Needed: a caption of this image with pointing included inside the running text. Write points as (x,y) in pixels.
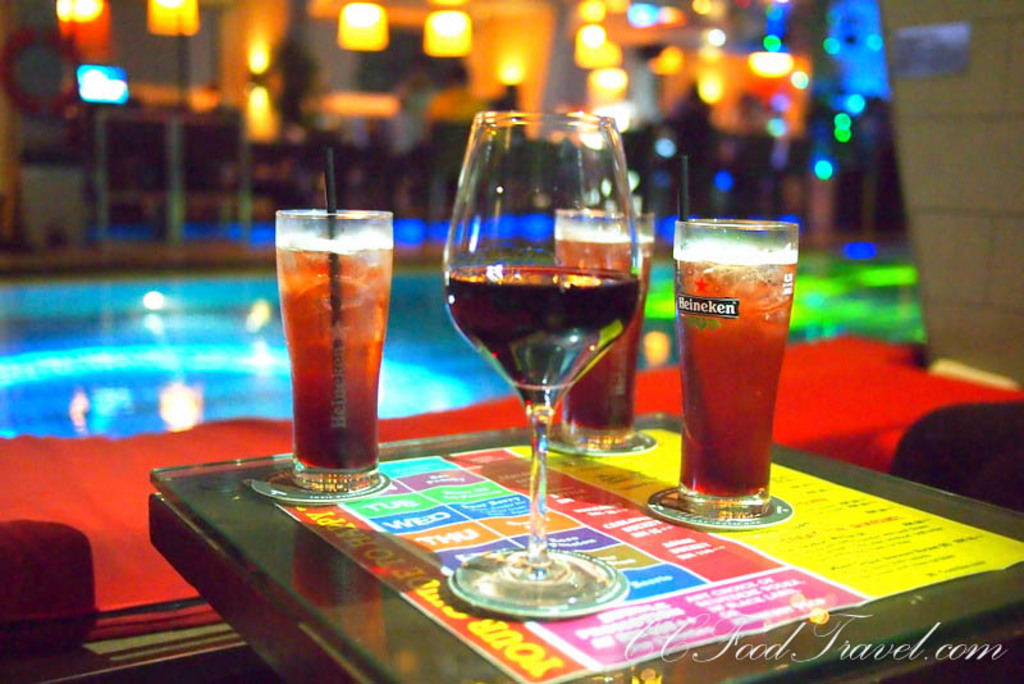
In this image, In the middle (410,439) there is a table (529,477) on that table (473,461) there are some glasses (351,406) and in the background (467,374) there is a swimming pool (166,374) in that there is water (151,356) which is in blue color, There are some lights (168,5) which are in yellow color.
